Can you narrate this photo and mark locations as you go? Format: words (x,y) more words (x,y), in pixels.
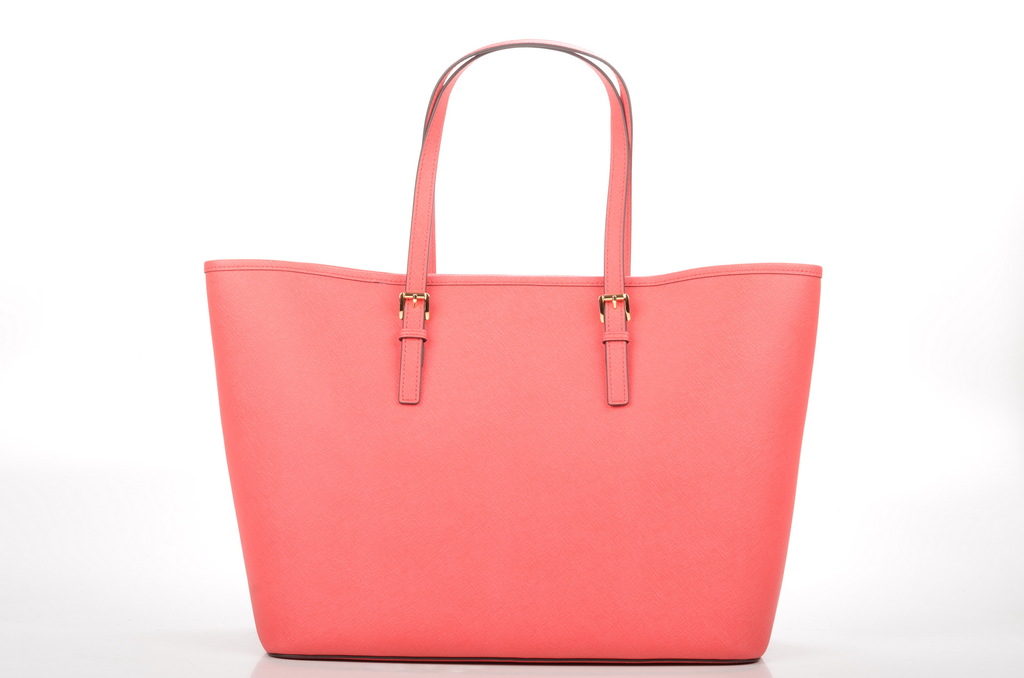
This peach color bag (481,299) is highlighted in this picture.
